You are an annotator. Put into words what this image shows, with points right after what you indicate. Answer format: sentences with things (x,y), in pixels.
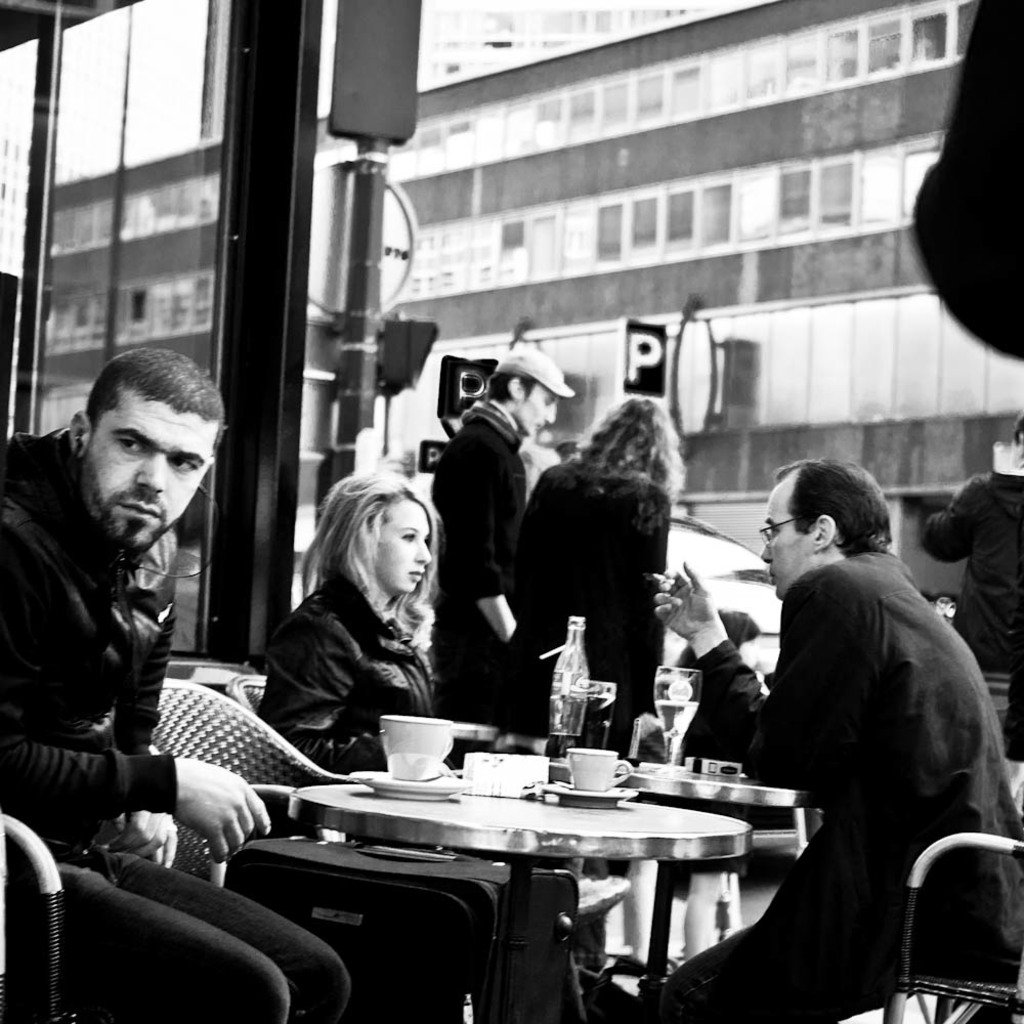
In this picture we can see a group of people (53,458) some are sitting on chair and some are standing and in front of them there is table (428,812) and on table (706,778) we can see cup (424,753), saucer (439,781), bottle (574,722), glass (686,716) and in background (636,355) we can see building (461,163) with windows (678,249), sign board (630,344), pillar (294,15).
